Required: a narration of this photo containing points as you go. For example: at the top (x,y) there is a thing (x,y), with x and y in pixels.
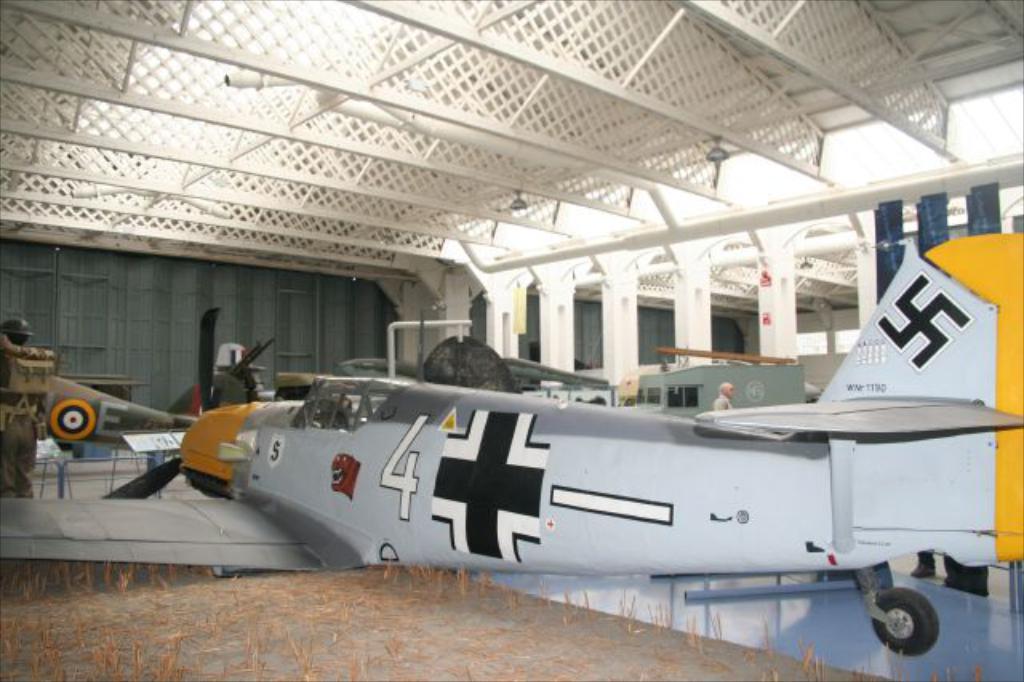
In this image I can see an aircraft (362,500) and the aircraft (317,474) is in white and yellow color. Background (754,395) I can see the person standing and I can also see few lights (516,199) and few objects (488,350).
